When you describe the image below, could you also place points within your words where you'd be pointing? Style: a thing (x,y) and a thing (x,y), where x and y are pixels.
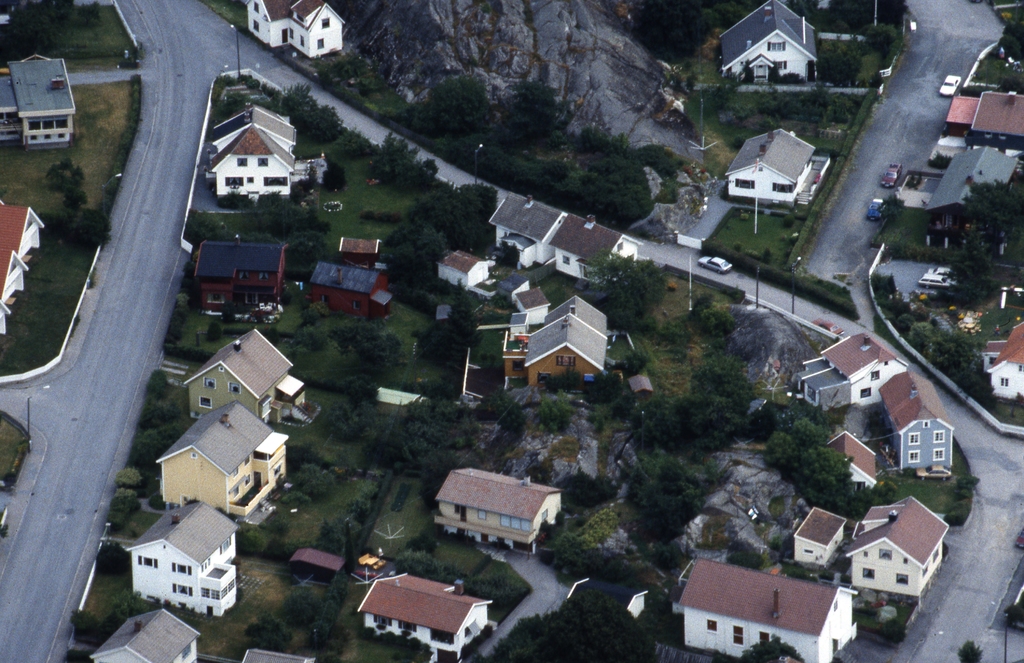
In this picture i can see many house (2,89), building (3,138), trees (412,434), plants (424,441) and grass (837,136). At the top (477,2) there is a mountain (491,5). On the left (172,42) i can see the roads (64,473), beside that i can see the street lights (1006,637).
